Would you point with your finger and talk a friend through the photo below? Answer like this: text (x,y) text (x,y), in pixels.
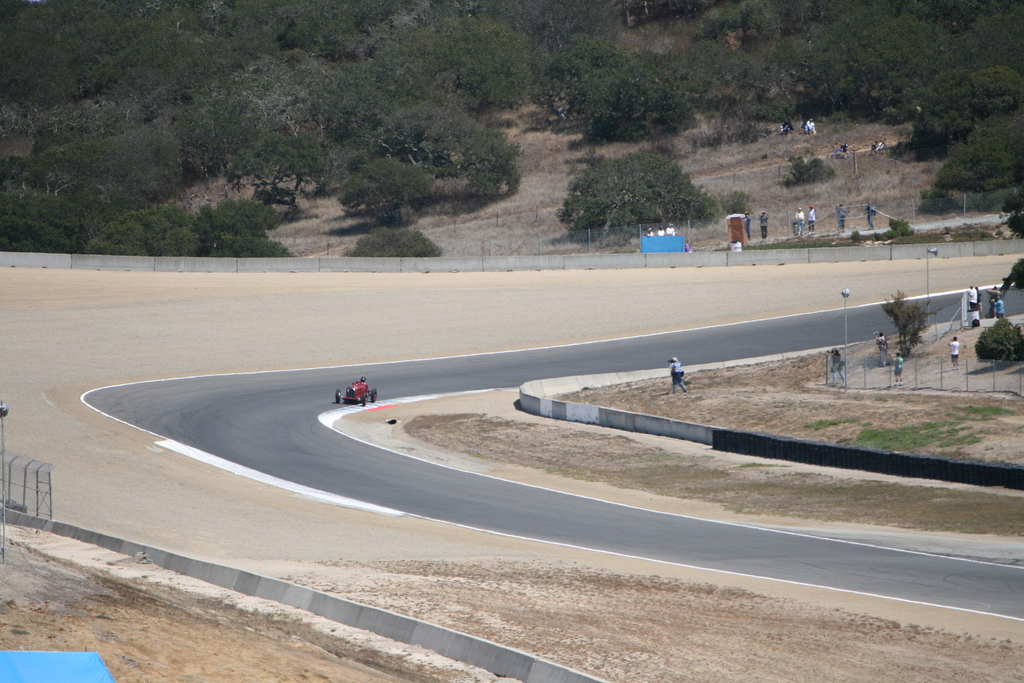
In this picture I can see group of people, there is a vehicle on the road (387,399), there are poles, fence (929,340), and in the background (923,13) there are trees (715,77).
